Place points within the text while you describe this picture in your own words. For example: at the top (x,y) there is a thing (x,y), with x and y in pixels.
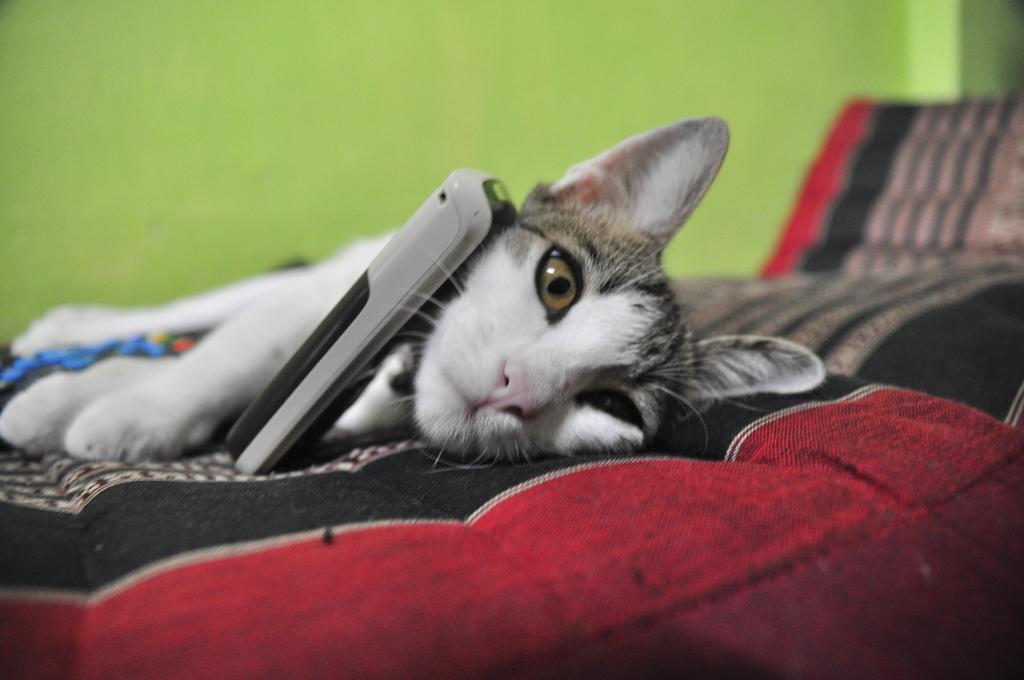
In the picture I can see a cat (237,392) is lying on mattress (654,605). The cat (546,413) is white in color. Here I can see a mobile (365,313) on the cat (475,310). In the background (363,78) I can see a green color wall (439,102). The background of the image (220,208) is blurred.
